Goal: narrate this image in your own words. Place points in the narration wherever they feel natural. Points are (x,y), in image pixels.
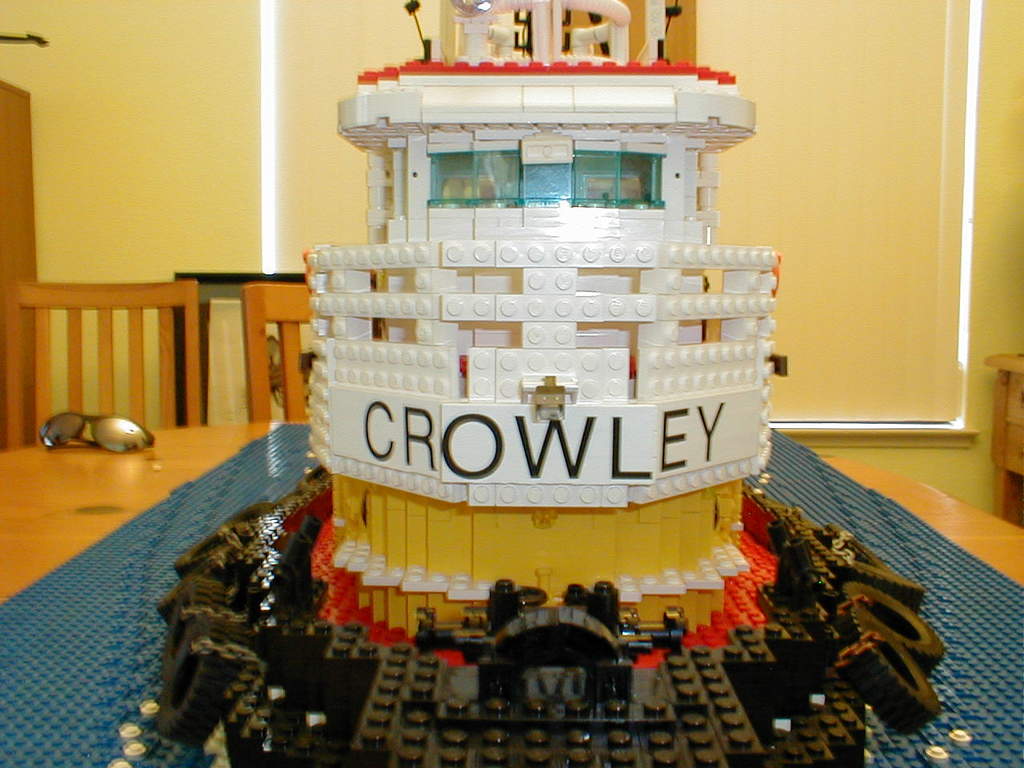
In the image on the table (167,450) there is a toy boat (355,590). On the table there are goggles (115,420). Behind the table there are chairs (106,320). In the background (261,138) there is a window (812,35) with curtains (294,140). On the right side of the image (999,395) there is a wooden object (1002,459).
